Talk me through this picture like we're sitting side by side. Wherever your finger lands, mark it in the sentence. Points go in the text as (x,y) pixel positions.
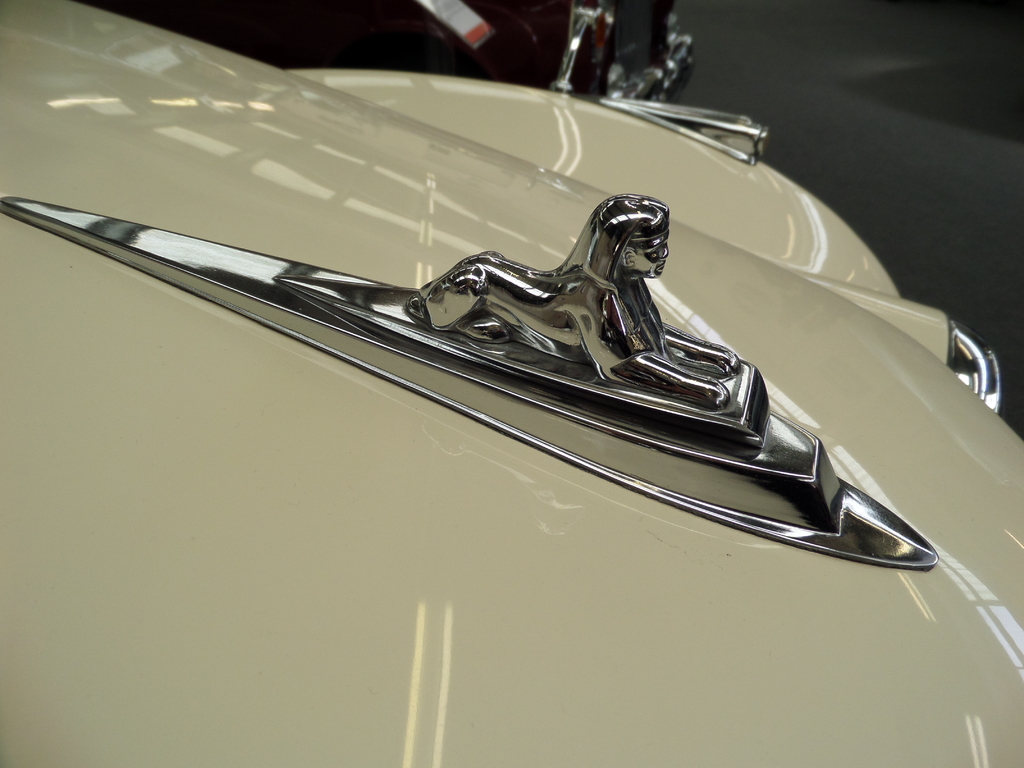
In this image there are car logos (568,449) on the car (86,631).
